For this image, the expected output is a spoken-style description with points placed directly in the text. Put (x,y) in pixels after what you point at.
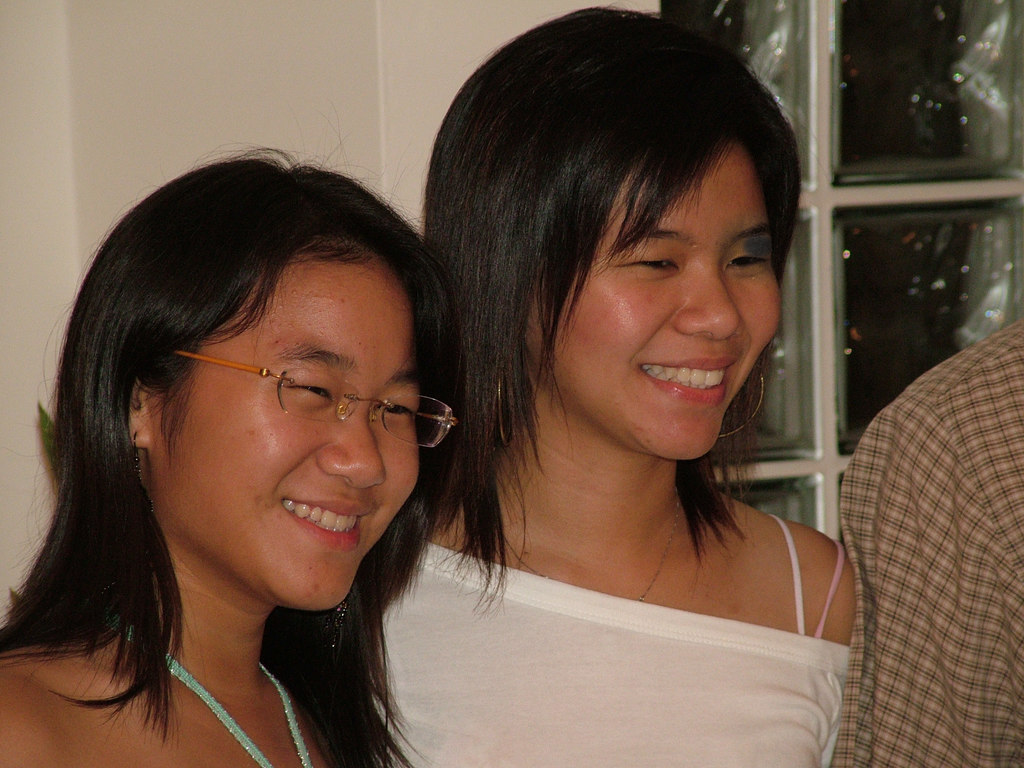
In this image there are three people (698,569) standing. In the foreground (499,489) there are two women (515,469) standing and smiling. Behind them there is a wall (369,68). There are glass windows (844,184) to the wall (400,72).
